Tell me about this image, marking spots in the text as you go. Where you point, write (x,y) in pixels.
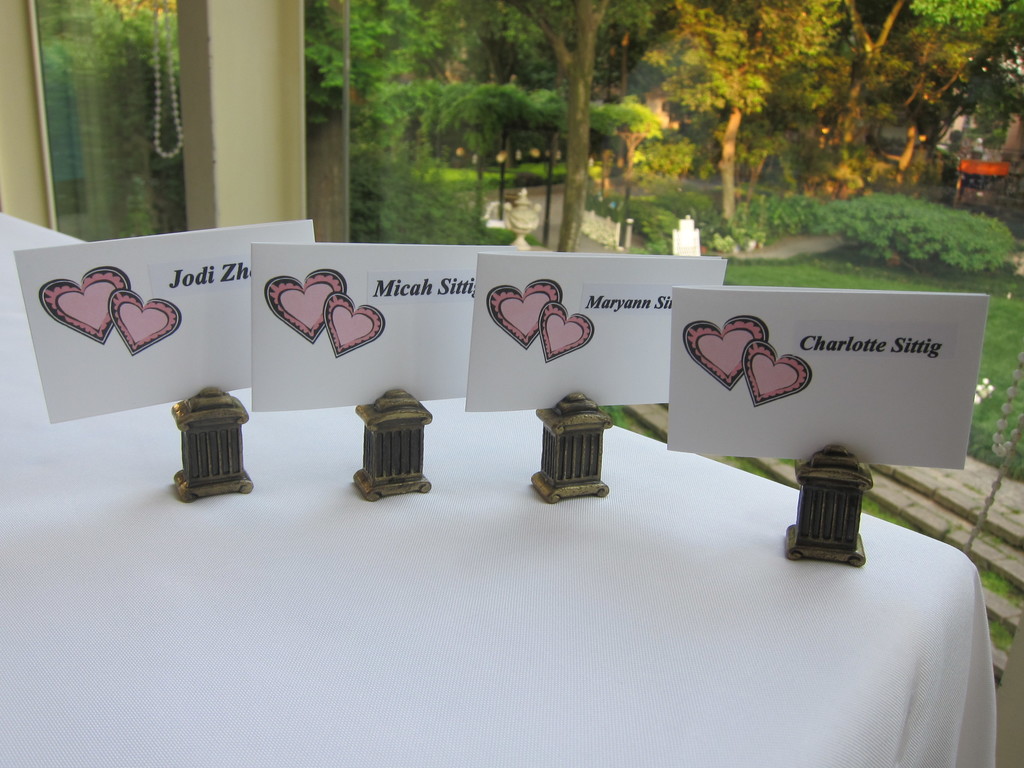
In this image there is a table (467,600) with so many name boards (76,362) beside that there is a glass wall (103,216) from which we can see there is a view of trees (972,36).
